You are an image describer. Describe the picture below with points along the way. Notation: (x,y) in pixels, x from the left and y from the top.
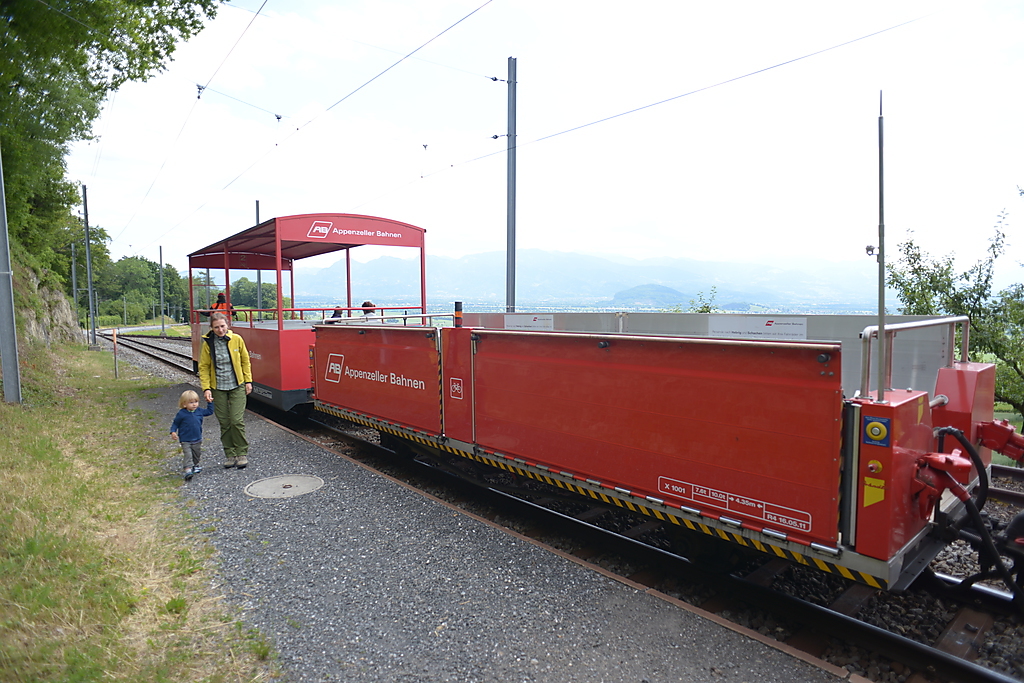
This is the picture of a train (674,399) on the train track (321,416) which is red in color and to the side there is a kid (176,420) and a person (233,437) and around there are some poles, trees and plants (63,472).
